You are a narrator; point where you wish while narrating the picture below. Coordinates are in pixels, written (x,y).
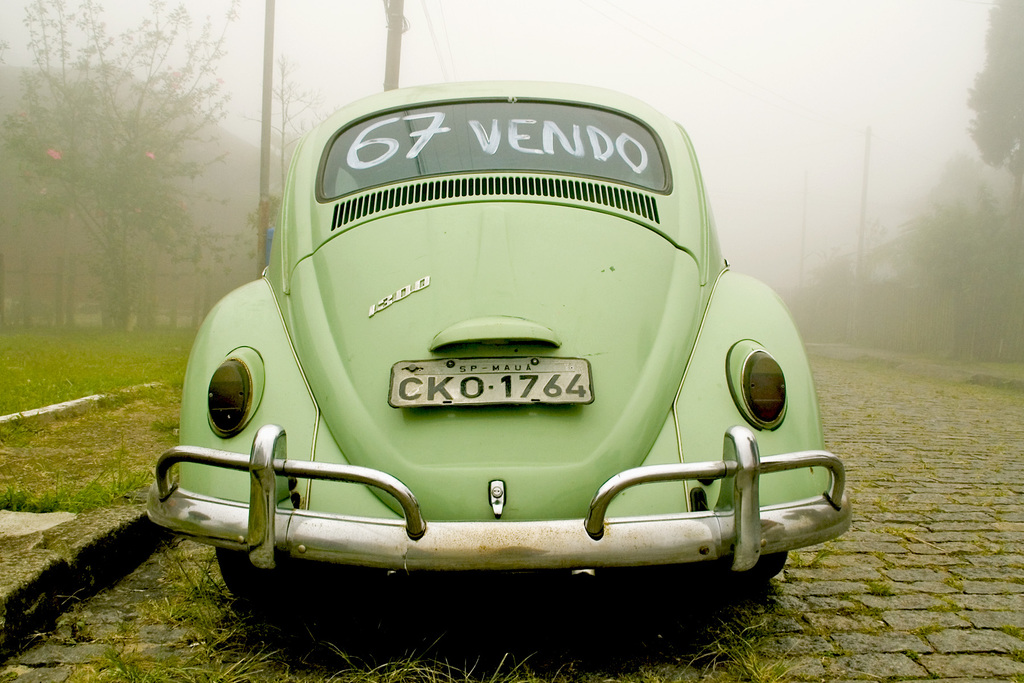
This image is clicked outside. There is a car (457,445) in the middle (404,444). There are trees (108,296) on the left side (108,296) and right side (1004,193). There is sky (777,43) at the top (783,26). There is grass (709,658) at the bottom (769,660).
